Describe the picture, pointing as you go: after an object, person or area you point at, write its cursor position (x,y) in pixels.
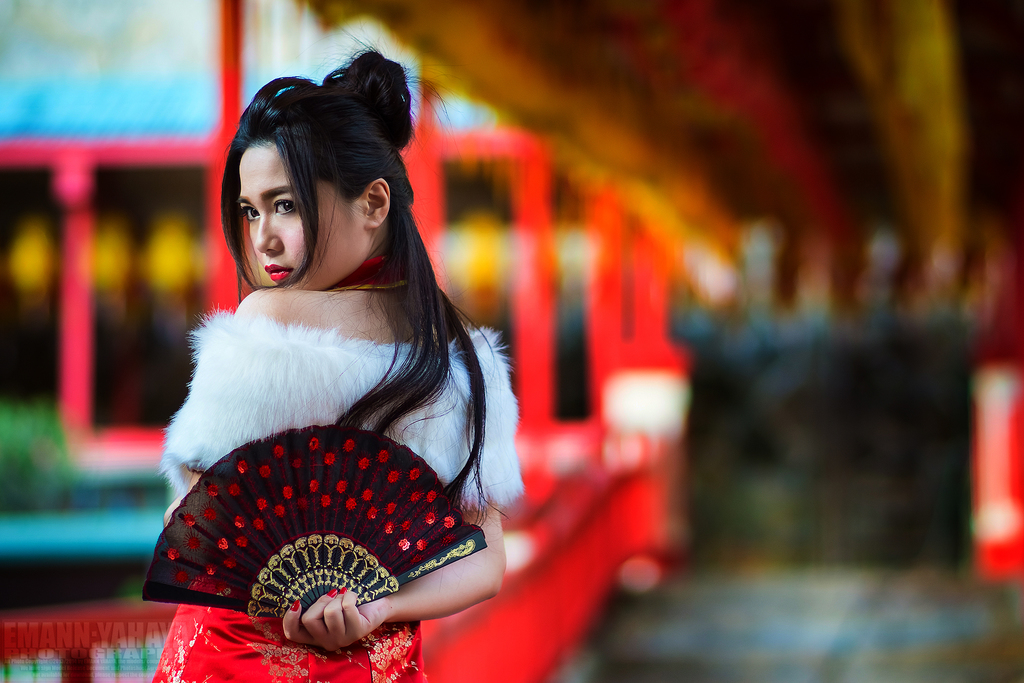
In this image there is a lady (290,402) standing and holding a hand fan (320,590). The background (780,671) is blurry.
